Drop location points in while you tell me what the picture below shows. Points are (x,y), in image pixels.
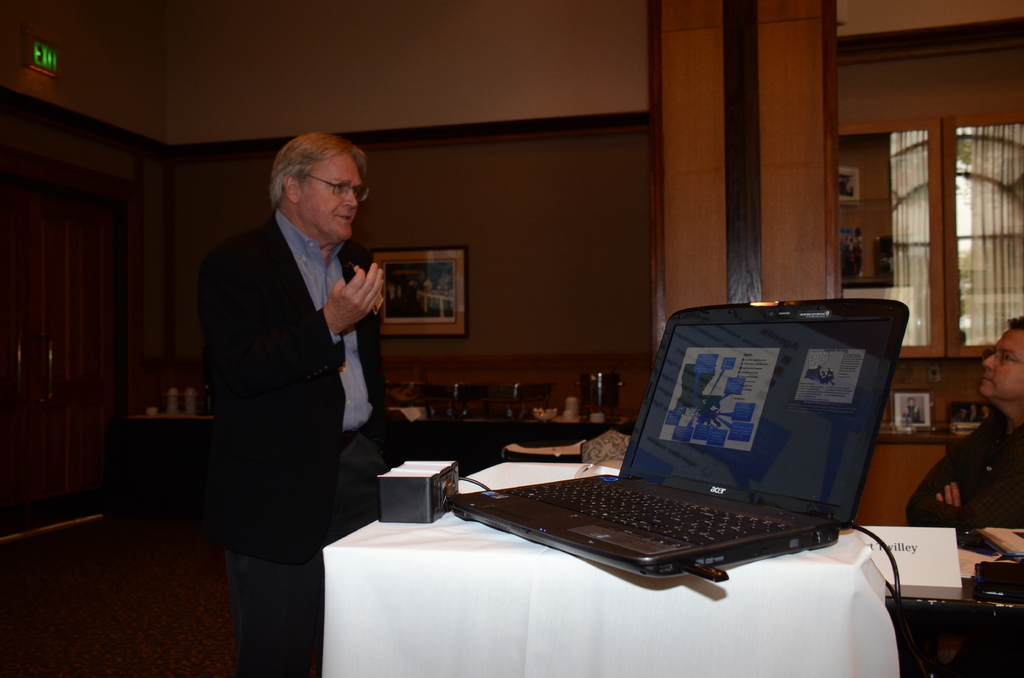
There is a person (318,260) in coat (280,352) standing in front of a table (370,539), which is covered with white color cloth (368,622), on which, there is a laptop (547,502) and other object (415,478), Near another person (1008,451) who is sitting in front of another table (962,539), on which, there are other objects (959,541). In the background (427,252), there is a photo frame (417,327) on the wall (522,188), a glass window (869,224) and there are other objects (551,394).
